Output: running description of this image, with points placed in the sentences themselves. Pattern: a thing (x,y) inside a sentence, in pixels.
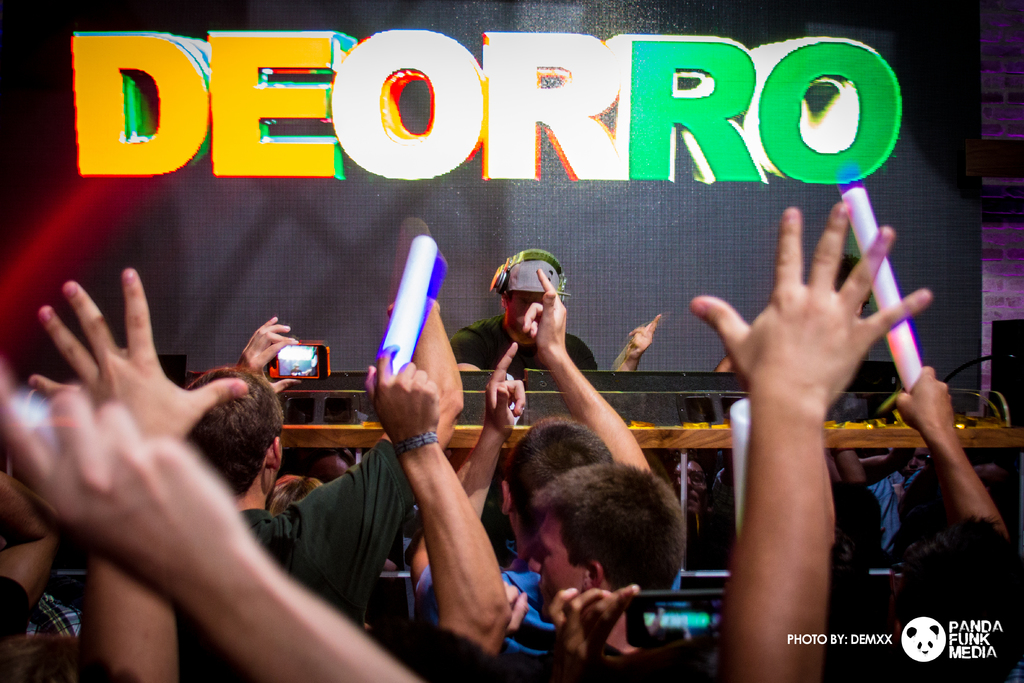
At the bottom of the image (370,498) there are people (373,551) holding mobile phones (682,617). In the background of the image (372,211) there is screen (451,202) with some text (114,167). There is a person (503,350) wearing headphones (534,256). To the right side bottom of the image (924,636) there is some text (813,638).
